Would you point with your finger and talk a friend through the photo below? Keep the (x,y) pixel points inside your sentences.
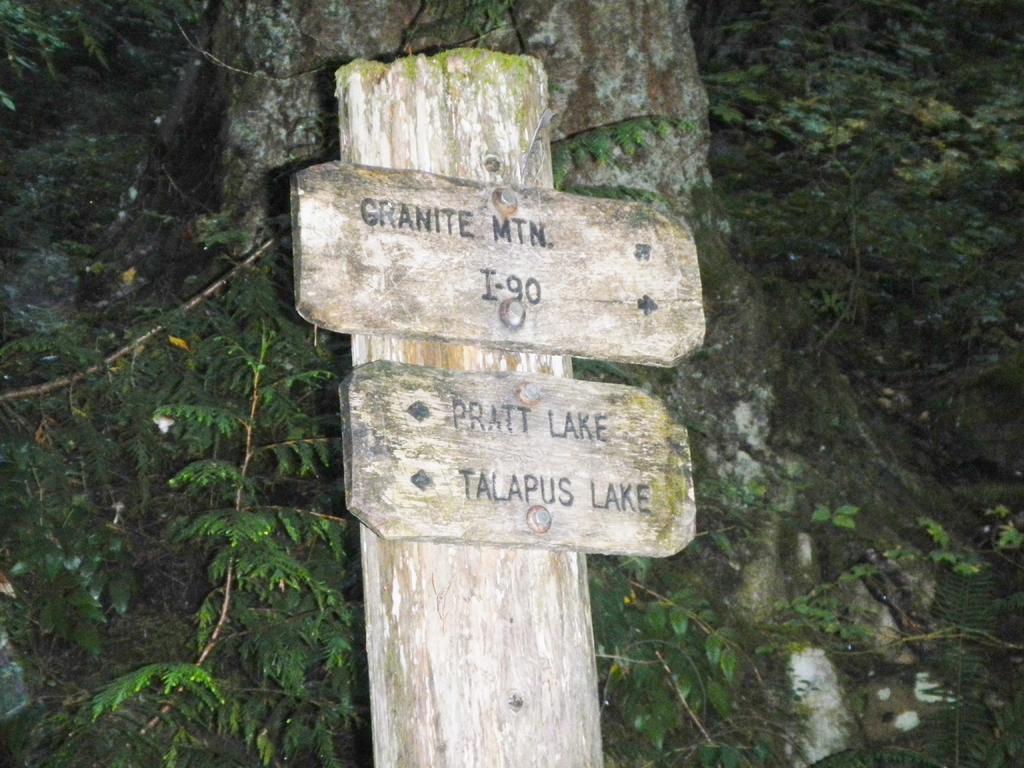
In this image I can see a board (534,460) with some text (571,484) written on it. In the background (279,650), I can see the plants (197,484).
